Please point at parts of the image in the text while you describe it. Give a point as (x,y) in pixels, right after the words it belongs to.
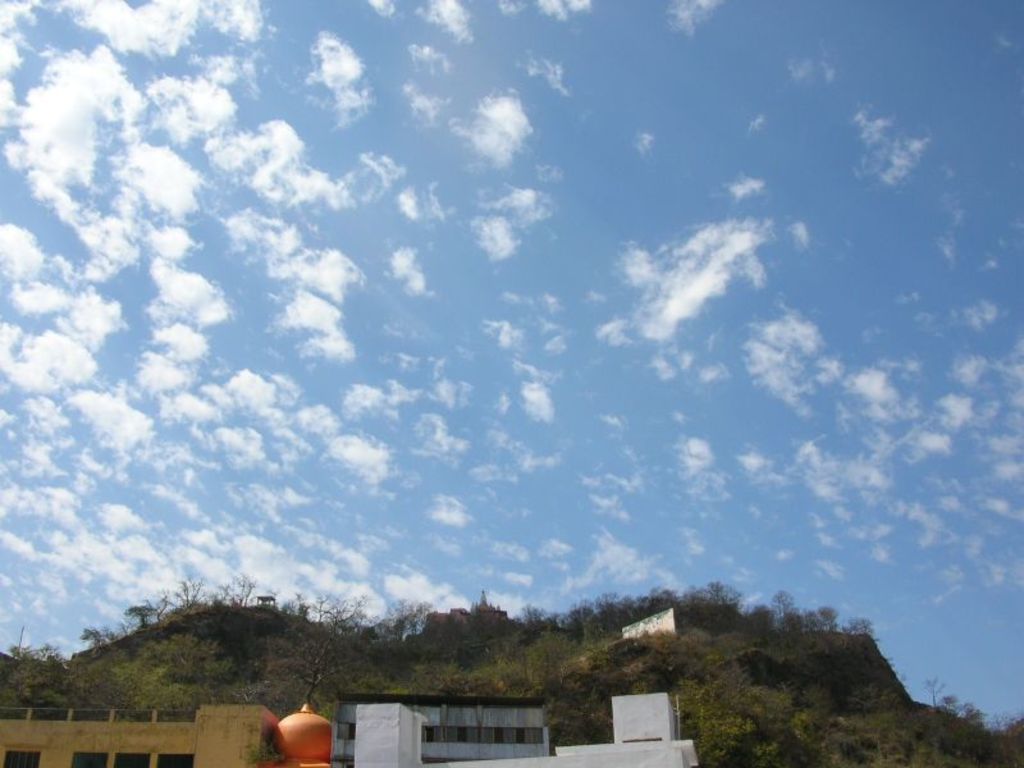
In the image we can see there are buildings (474,722) and behind there are lot of trees (406,673) on the hill (359,672).
